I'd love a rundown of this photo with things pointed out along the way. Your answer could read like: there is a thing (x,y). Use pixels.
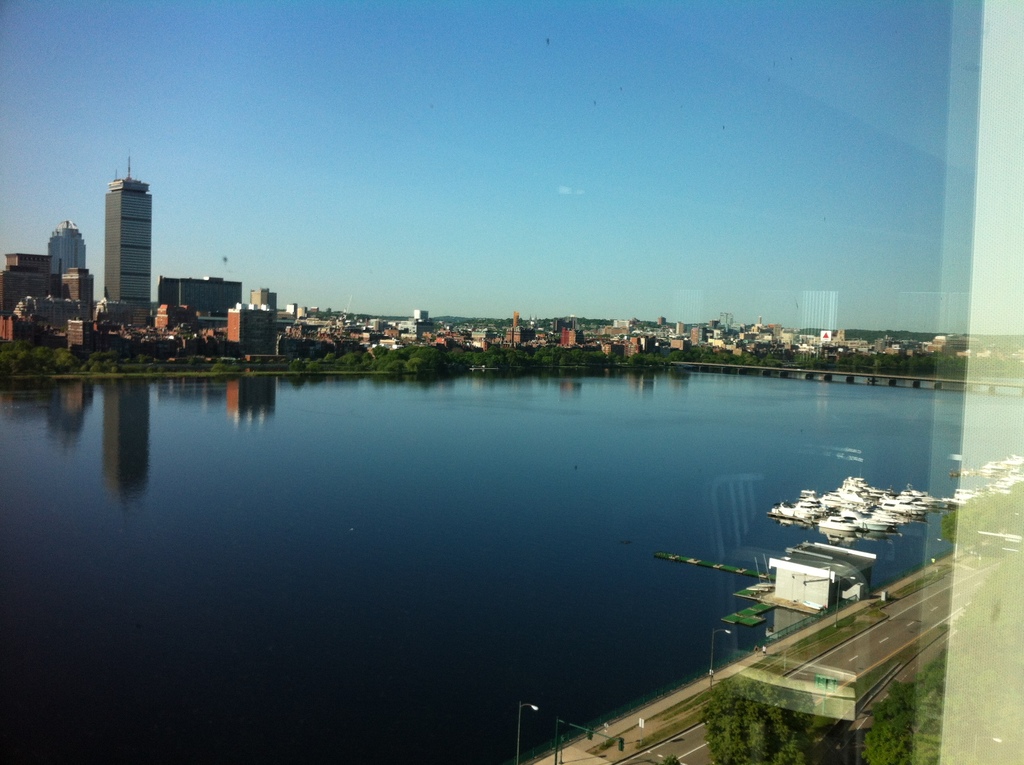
In this image it seems like a lake (548,562) in the middle (554,455). In the background (148,305) there are so many buildings (196,310), one beside the other. At the top (475,106) there is the sky (453,73). On the right side (868,379) there is a bridge (892,380) on the water (832,393). On the right side (913,636) bottom there is a road (905,625). Beside the road (864,712) there are trees (896,730). On the right side (866,486) there are so many boats (885,506) in the water (727,489).
